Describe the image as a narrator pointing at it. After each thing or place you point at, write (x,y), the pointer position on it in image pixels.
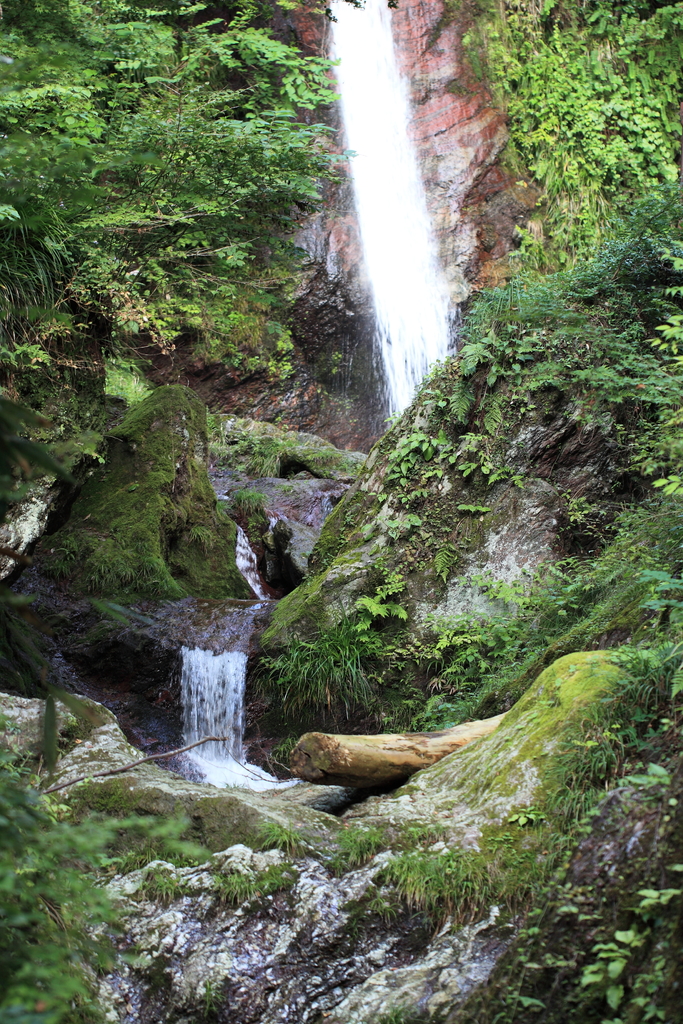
This is water (389,315). Here we can see trees (239,17) and mountains (274,819).
